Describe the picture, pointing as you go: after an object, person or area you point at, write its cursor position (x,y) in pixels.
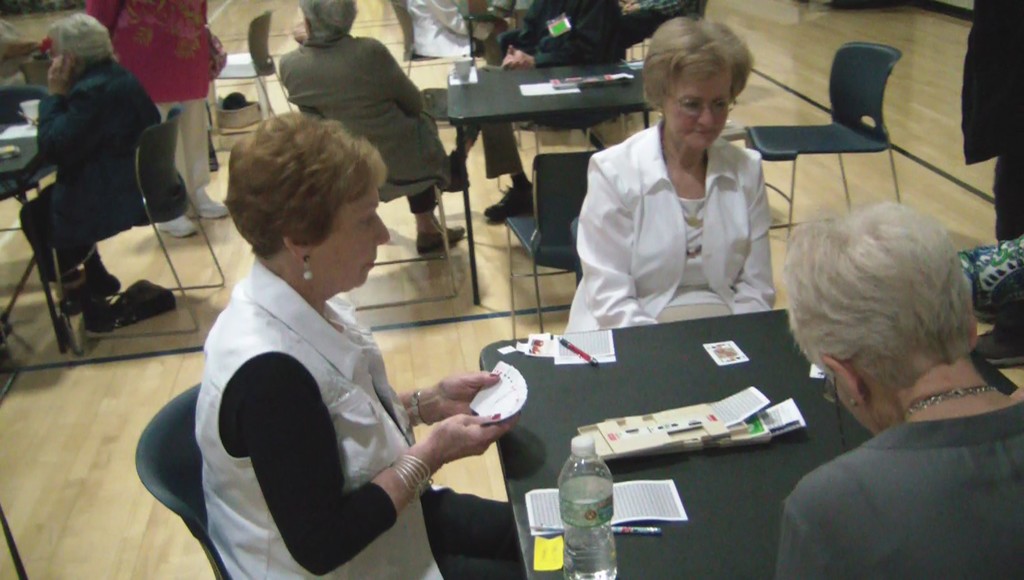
In the image we can see some chairs (261,68) and tables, on the tables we can see some bottles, cups (32,119), papers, cards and pens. Surrounding the table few people (86,22) are sitting and standing.
